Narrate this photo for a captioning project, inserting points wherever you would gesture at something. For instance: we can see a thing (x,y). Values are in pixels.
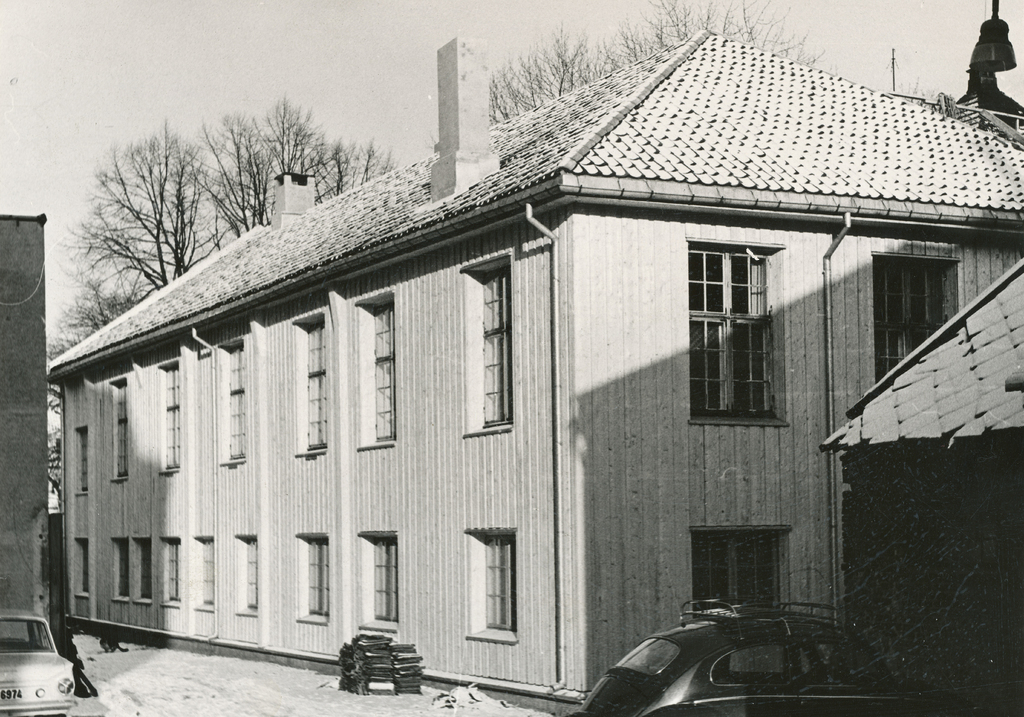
In this image we can see a building (620,332), pipelines (526,212), windows (475,271), trees (187,243), sky (543,15), street bulb (1004,44), cars (57,671), snow (289,696) and a chimney (442,89).
